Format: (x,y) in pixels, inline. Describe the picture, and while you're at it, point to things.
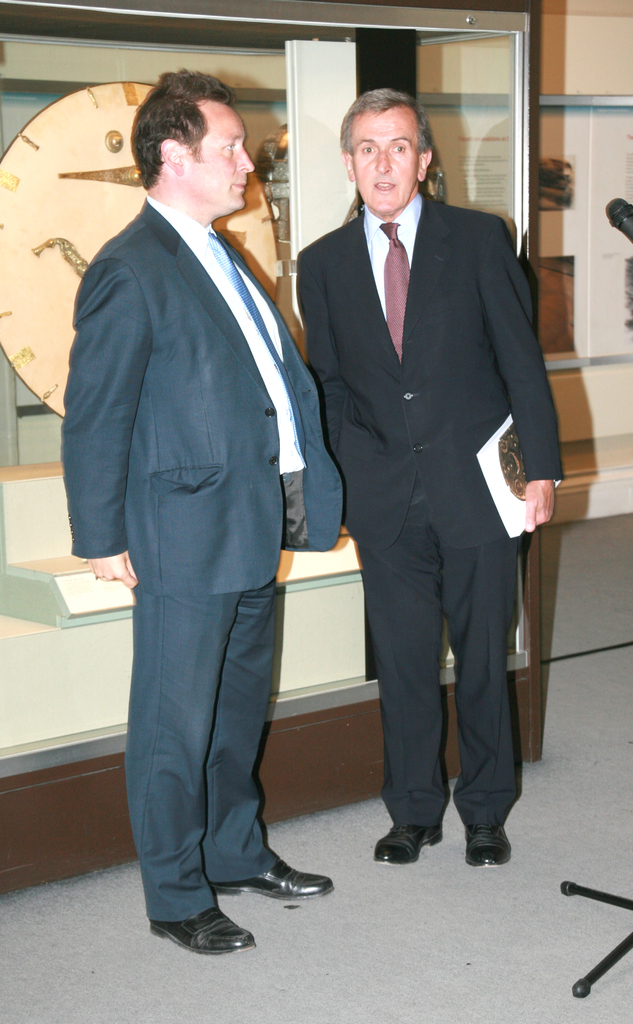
In the center of the image (308,476) we can see two persons (397,480) are standing. Among them, we can see one person (453,400) is holding some object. On the right side of the image (615,896), we can see one stand (608,899) and a microphone (630,218). In the background (577,104) there is a wall (622,400), glass (6,436), posters (616,340), one round shape object (67,347) and a few other objects (308,45).
